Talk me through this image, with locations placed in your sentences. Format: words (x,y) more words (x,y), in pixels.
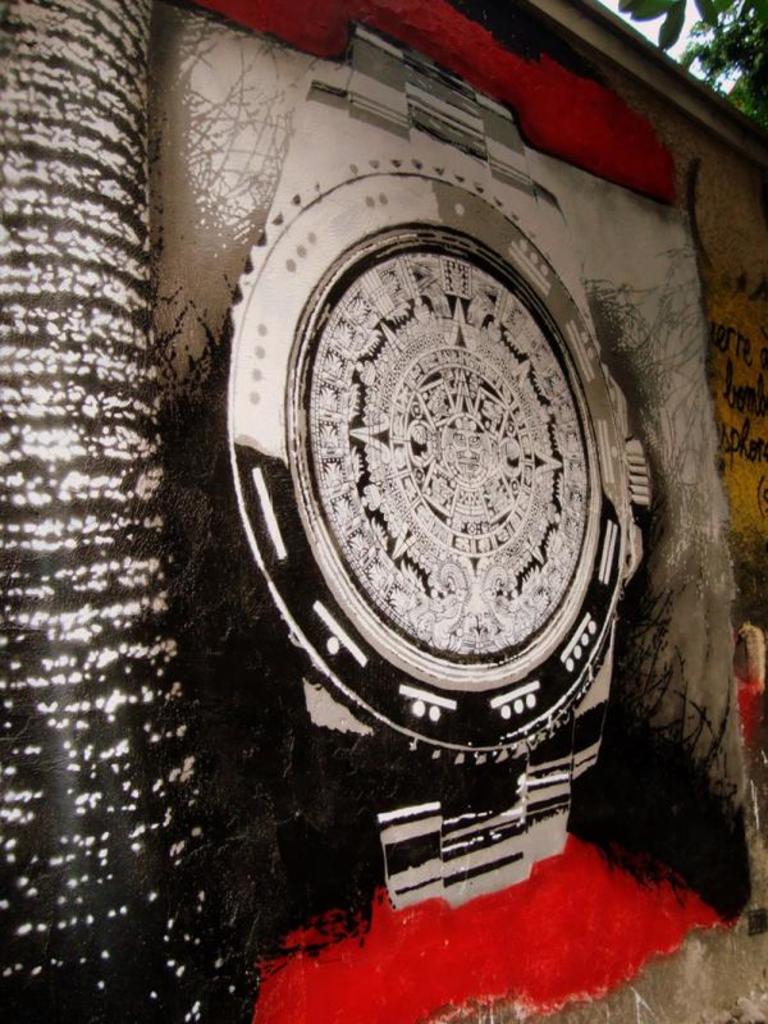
In this image there is a painting (303,586) on the wall (294,532) on which we can see there is a watch (470,329) with some designs (355,501) at the dial (437,412).
